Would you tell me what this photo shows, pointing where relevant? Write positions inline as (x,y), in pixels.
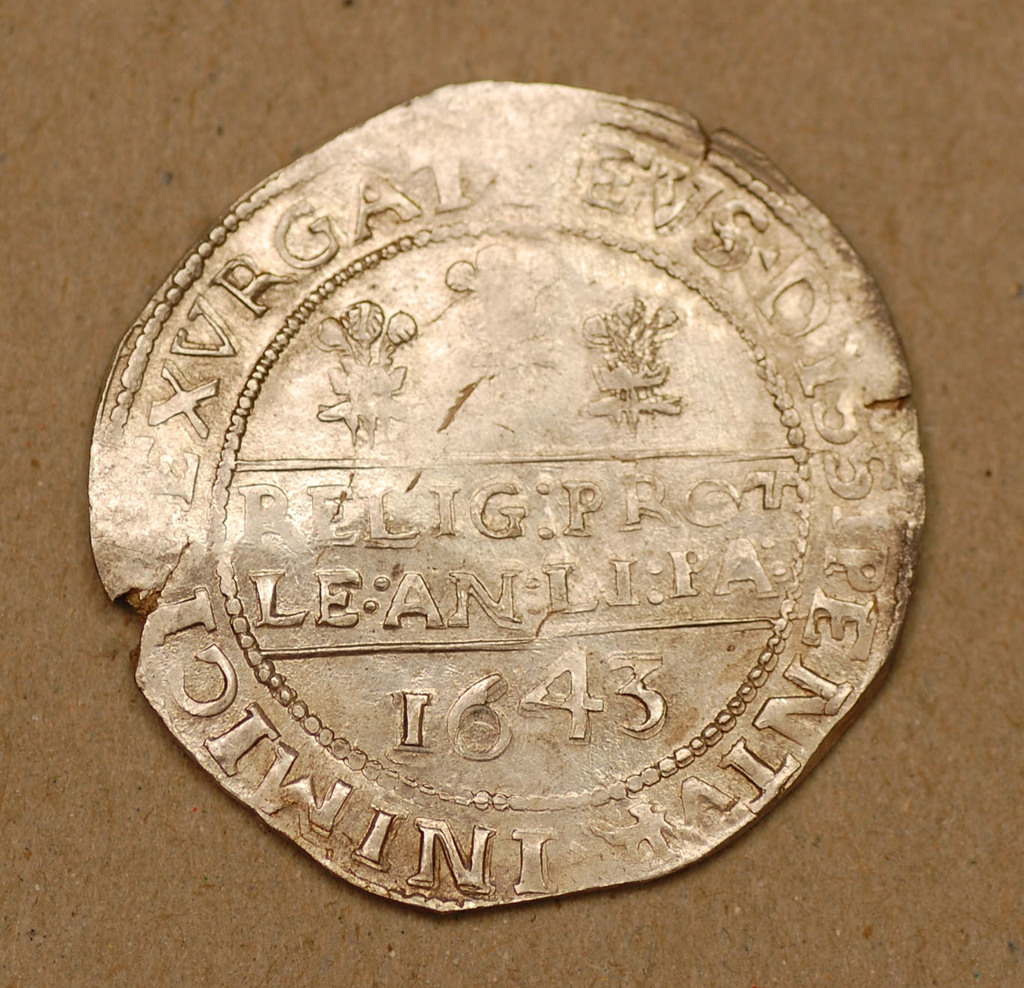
In this image we can see a coin (375,221) with numbers (585,704) and letters (347,790) engraved on it.
